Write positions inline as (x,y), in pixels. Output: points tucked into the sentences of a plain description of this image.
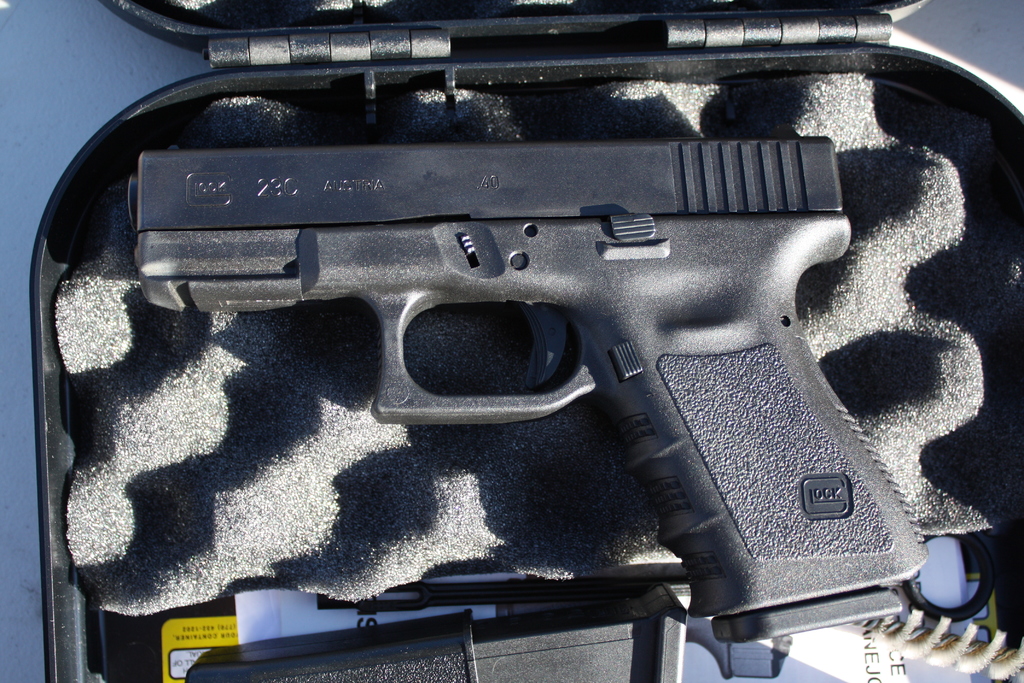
In the image we can see the gun (479,303) and here we can see the box (275,65) of the gun (556,332).
